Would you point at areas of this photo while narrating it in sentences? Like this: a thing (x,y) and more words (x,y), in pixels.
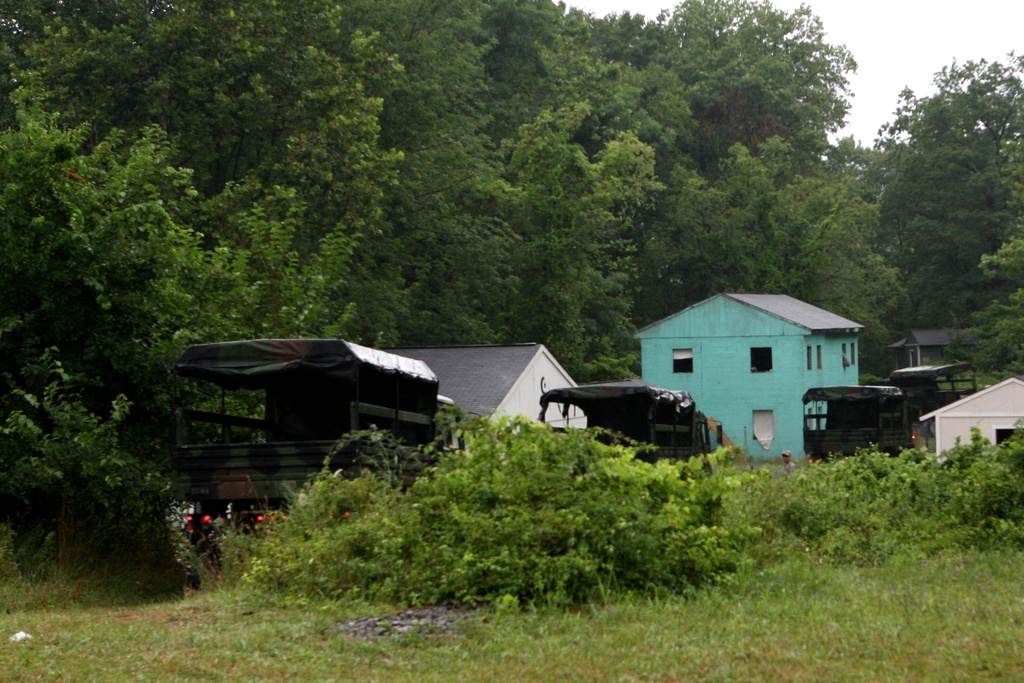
In this image, we can see vehicles (825,393), sheds (519,351) and a building (733,333). In the background (439,262), there are trees (166,117) and we can see some plants (490,520). At the bottom (694,624), there is ground (812,629) and at the top (875,73), there is sky (873,66).
